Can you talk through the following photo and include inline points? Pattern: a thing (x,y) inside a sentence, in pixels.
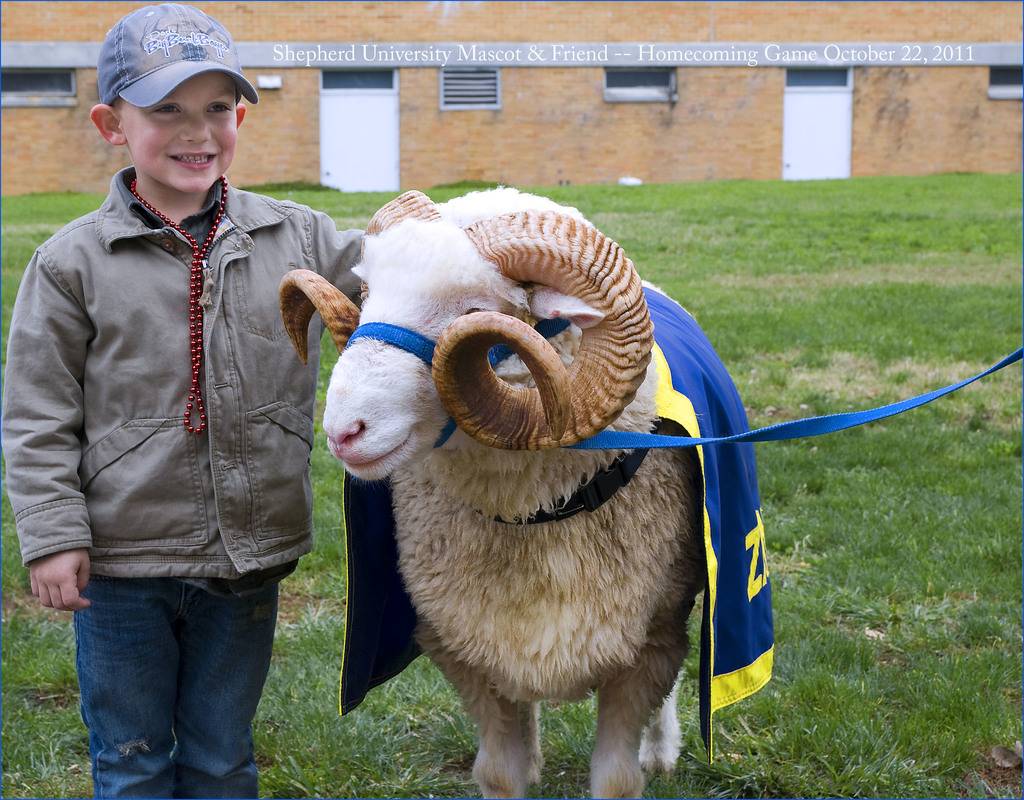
This image consists of a sheep (480,533) on which there is a blue color cloth (721,478). Beside that there is a boy (192,418) standing. At the bottom (877,702), there is green grass (850,351) on the ground (861,246). In the background (715,12), there is a building (723,123) along with windows (610,70) and doors (355,180).
